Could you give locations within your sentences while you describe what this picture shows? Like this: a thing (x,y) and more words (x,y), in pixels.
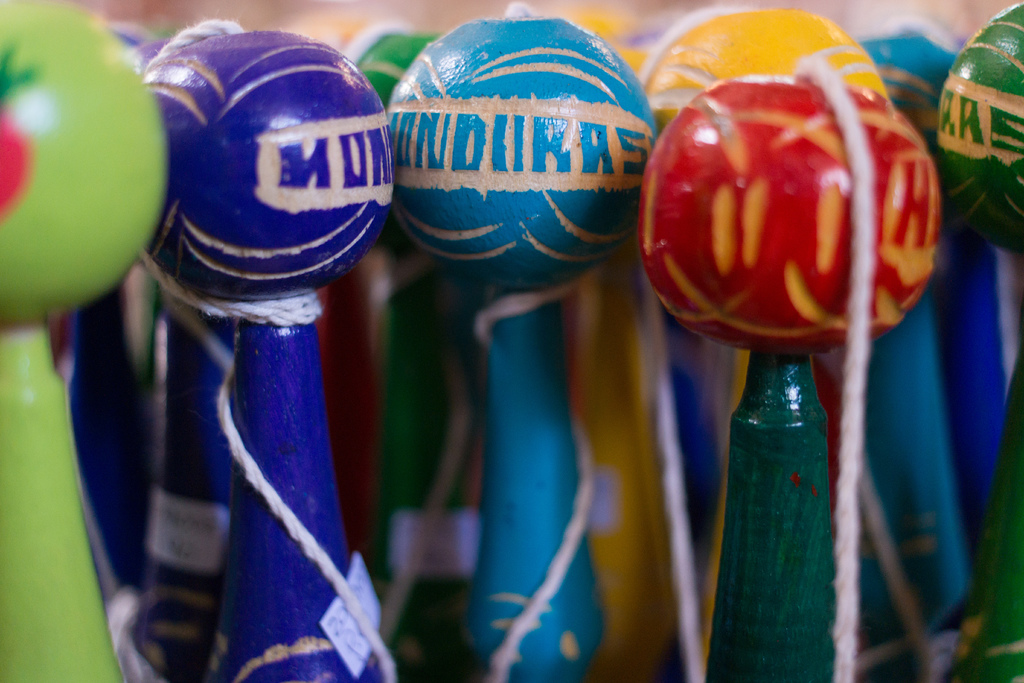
In this picture we can see some toys (341,519) are placed, on which we can see some balls (481,173).
